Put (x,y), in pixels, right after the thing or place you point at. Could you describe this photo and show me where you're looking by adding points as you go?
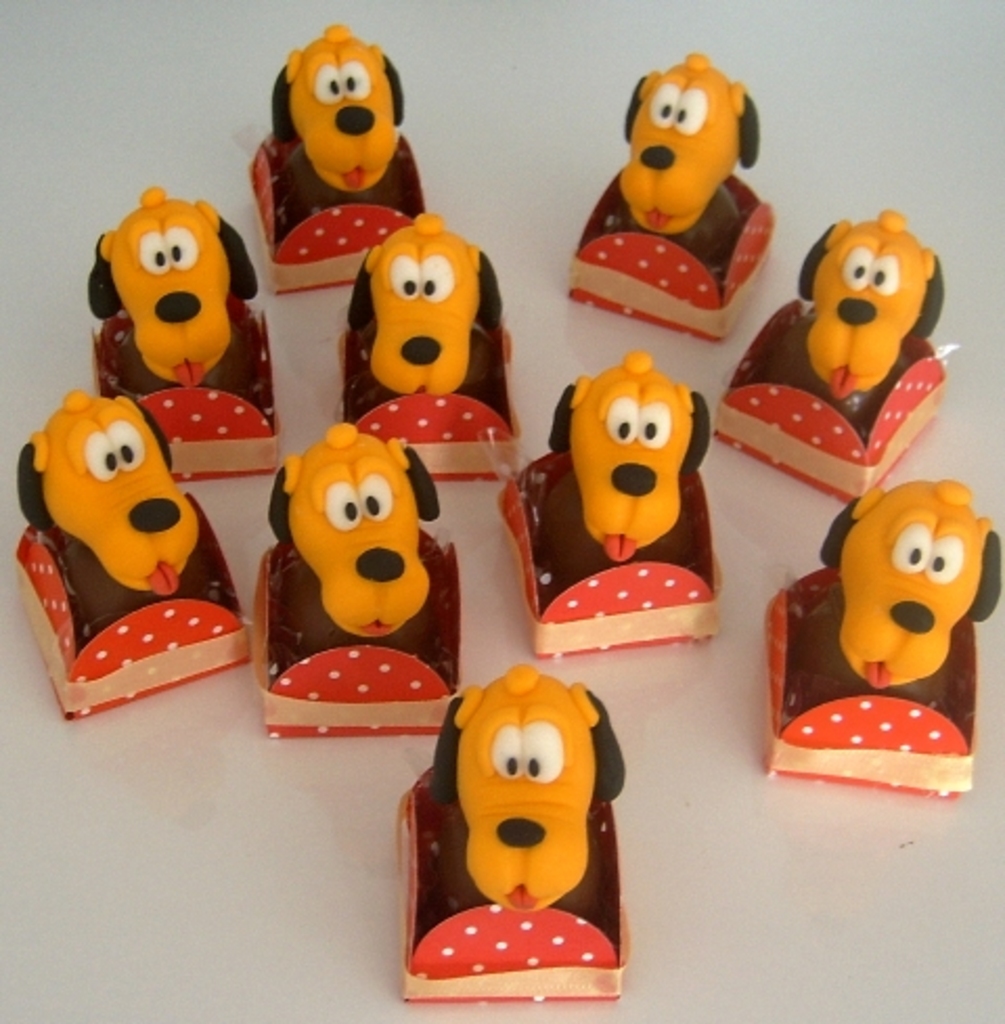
In this image there are a few toys (877,416) on the white color surface (30,948).
